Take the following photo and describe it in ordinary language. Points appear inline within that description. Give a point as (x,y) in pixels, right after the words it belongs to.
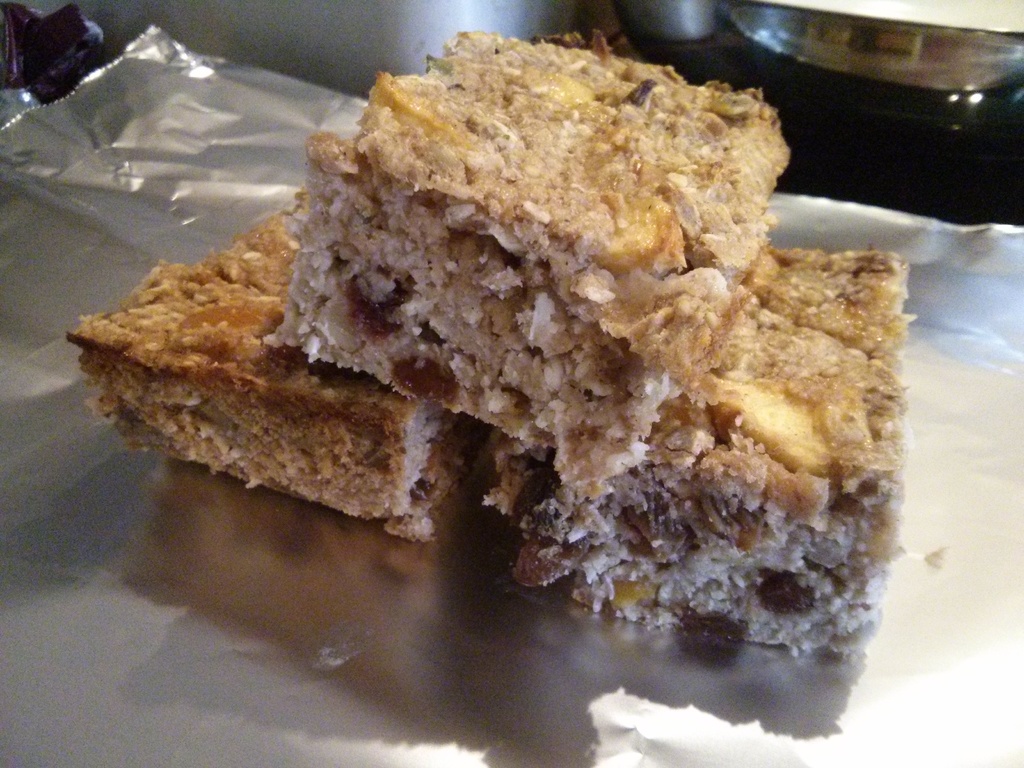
In this image, we can see a table (807,65) which is in black color, on that table (634,44), we can see a silver color cover (333,747). On that cover (989,623), we can see some food item (791,387). On the right side of the table (1009,150), we can see a bowl (952,56). On the left side (22,53), we can also see another cover (72,23).
